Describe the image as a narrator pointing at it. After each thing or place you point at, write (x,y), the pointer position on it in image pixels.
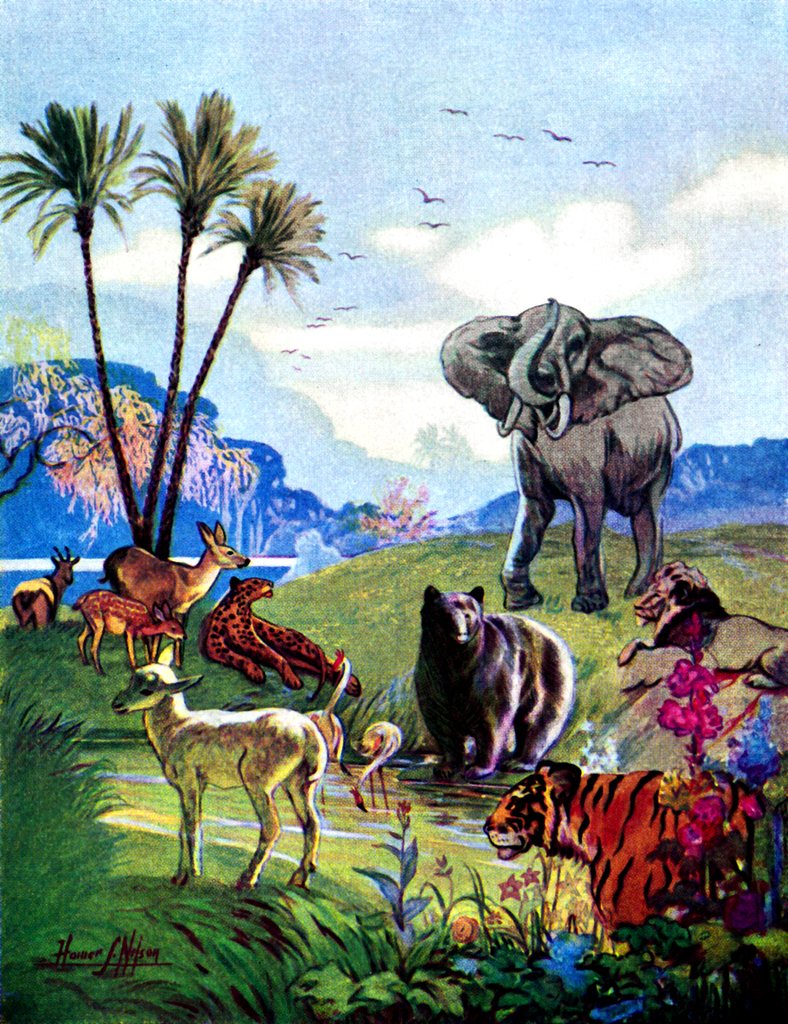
This is a painting where we can see animals (474,631), grassy land (5,831), plants (737,965), flowers (764,738), birds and trees (154,438). At the top of the image (402,72), we can see the sky (531,118) with some clouds (410,379).
